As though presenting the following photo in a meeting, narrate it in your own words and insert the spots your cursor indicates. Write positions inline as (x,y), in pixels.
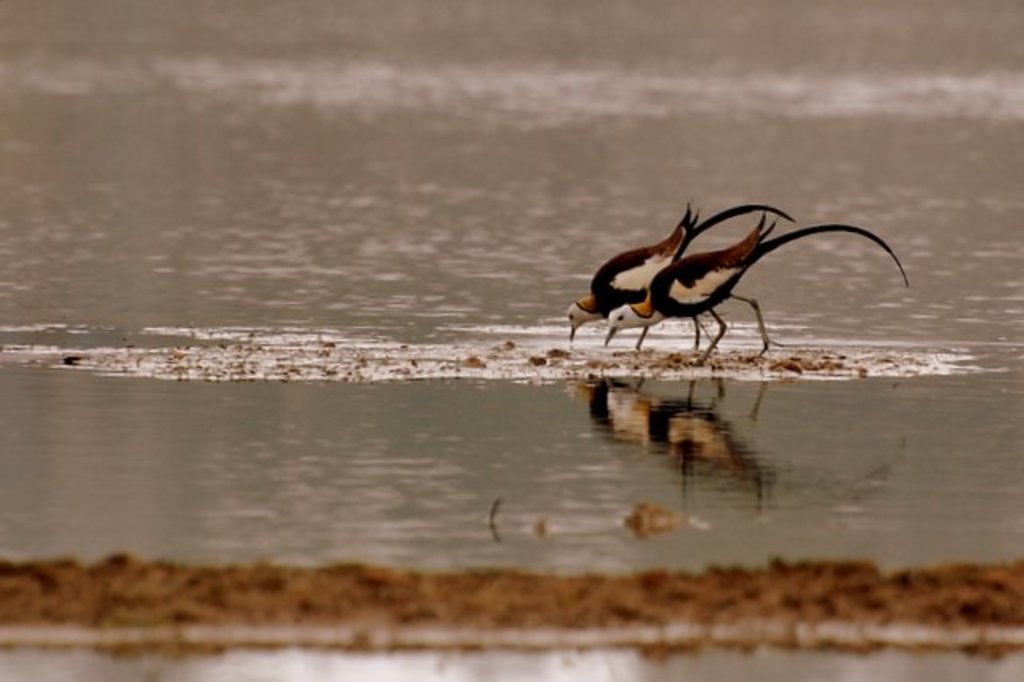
Here we can see two birds (676,286) and water (511,334). Birds (661,293) drinking water (440,338).
